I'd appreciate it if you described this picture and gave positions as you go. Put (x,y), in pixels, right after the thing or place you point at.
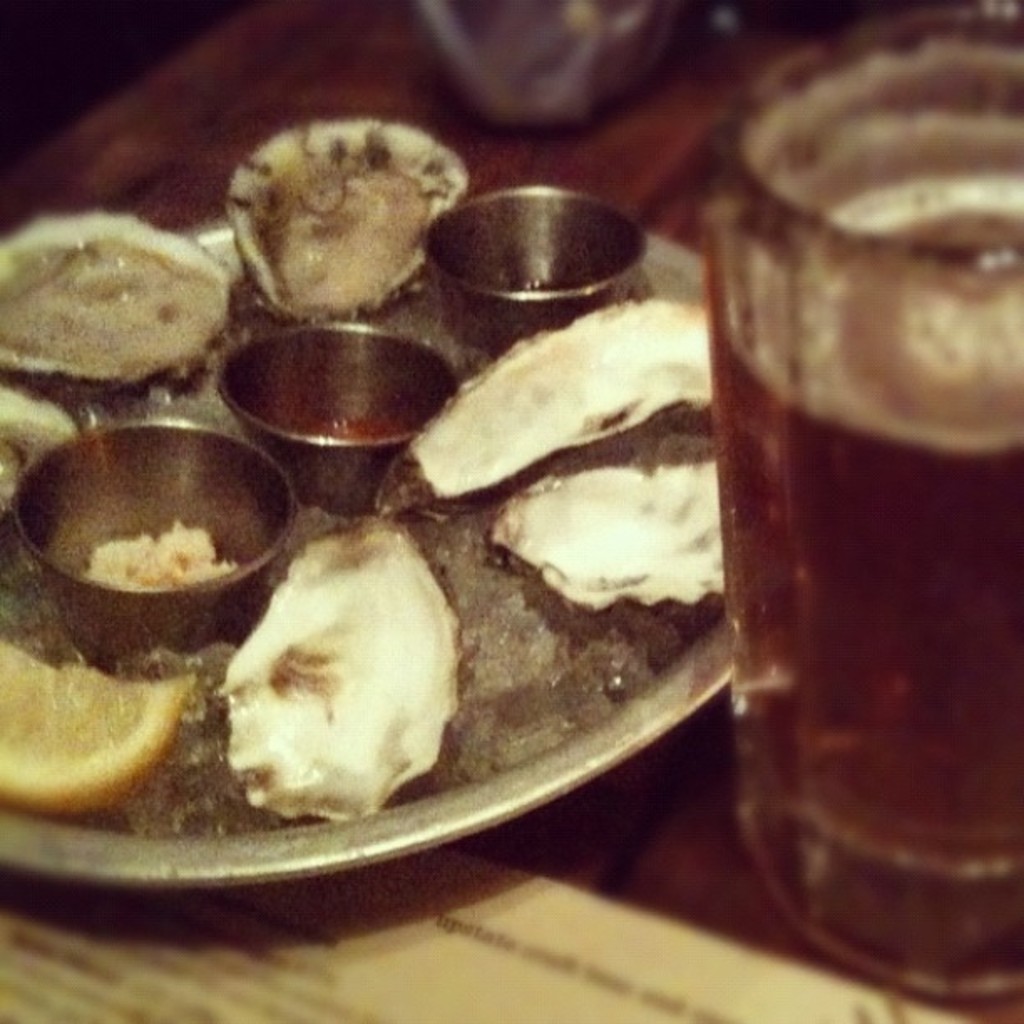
This is the table (613,153). I can see a plate (360,860), which contains food (393,580) and small bowls (408,367). Here is the glass (824,664). I think this is the paper (388,976).
